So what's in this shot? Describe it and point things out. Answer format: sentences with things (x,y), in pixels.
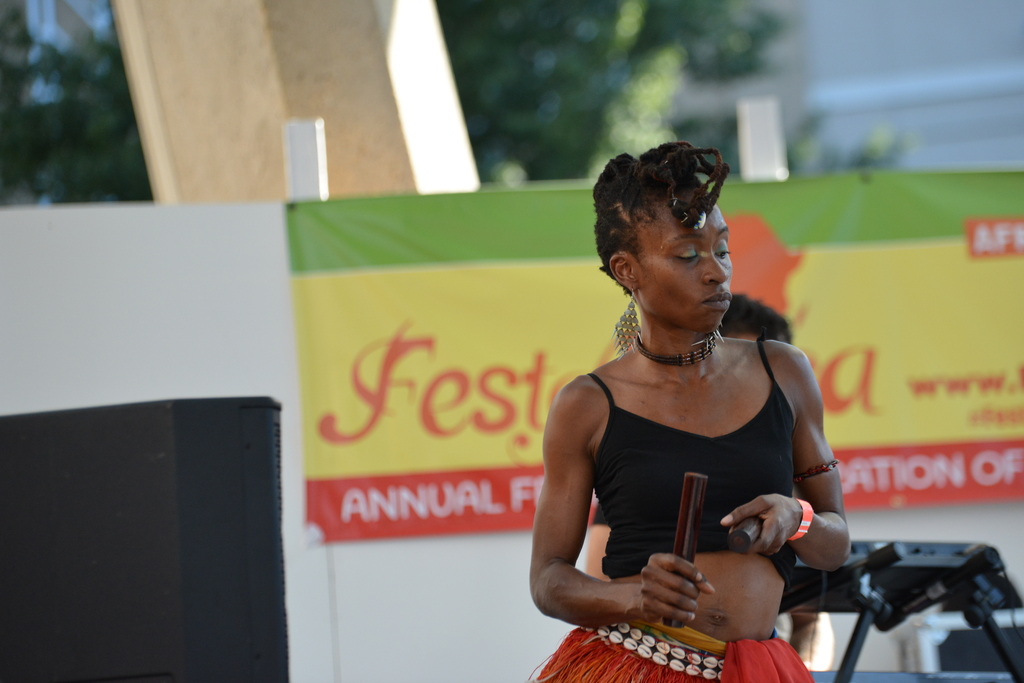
On the right side (752,417), there is a woman (763,546) in a black color t-shirt (644,441), holding two sticks (734,539) with both hands (793,499). In the background (758,296), there is another person (779,320), there is a keyboard (901,574) on a stand (983,597), there is a banner (875,441), there are trees (649,25), a wall (847,622) and other objects (955,72). And the background (826,58) is blurred.
